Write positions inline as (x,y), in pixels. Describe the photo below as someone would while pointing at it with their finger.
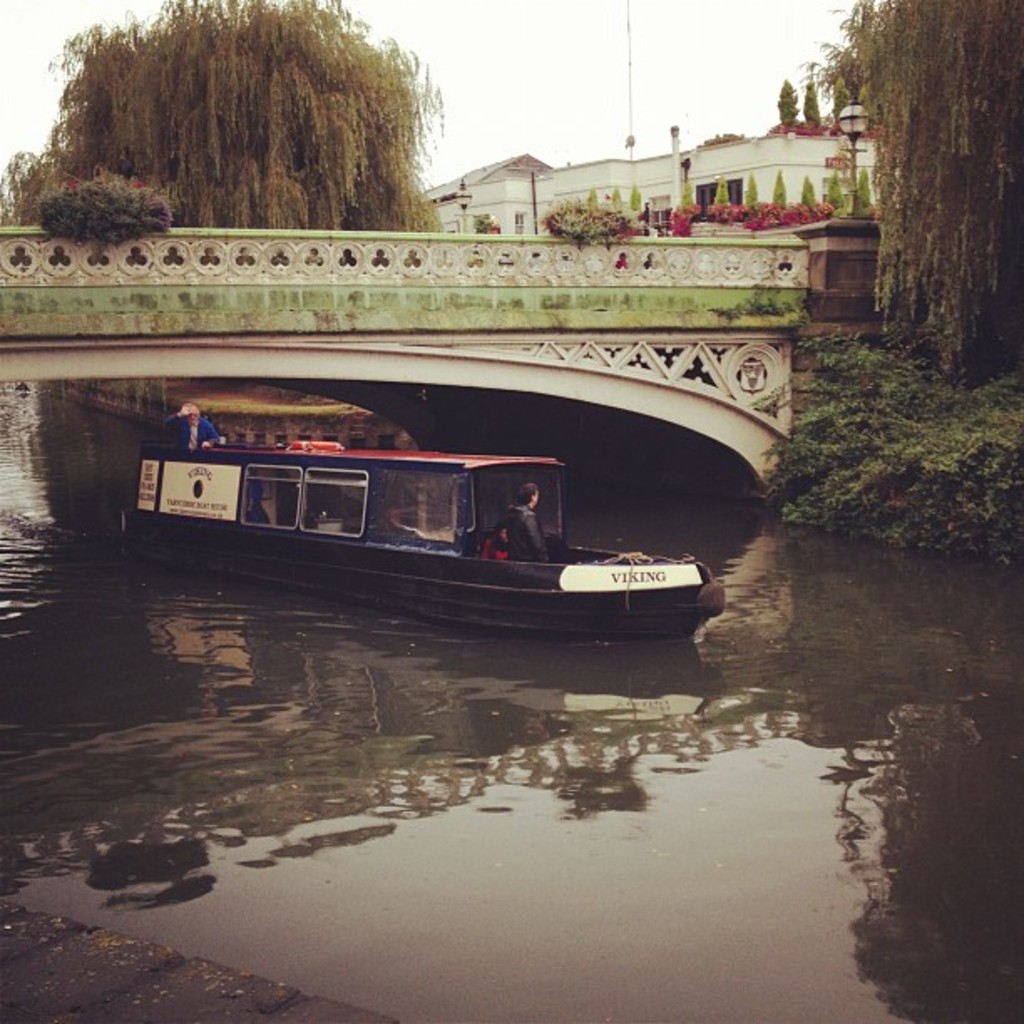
In this picture we can see a boat (456,589) in the water (518,705) and few people (516,526) are seated in the boat (355,529), and we can find a bridge (242,319) over the water (221,585), in the background (831,385) we can see trees (931,137) and buildings (740,169).
